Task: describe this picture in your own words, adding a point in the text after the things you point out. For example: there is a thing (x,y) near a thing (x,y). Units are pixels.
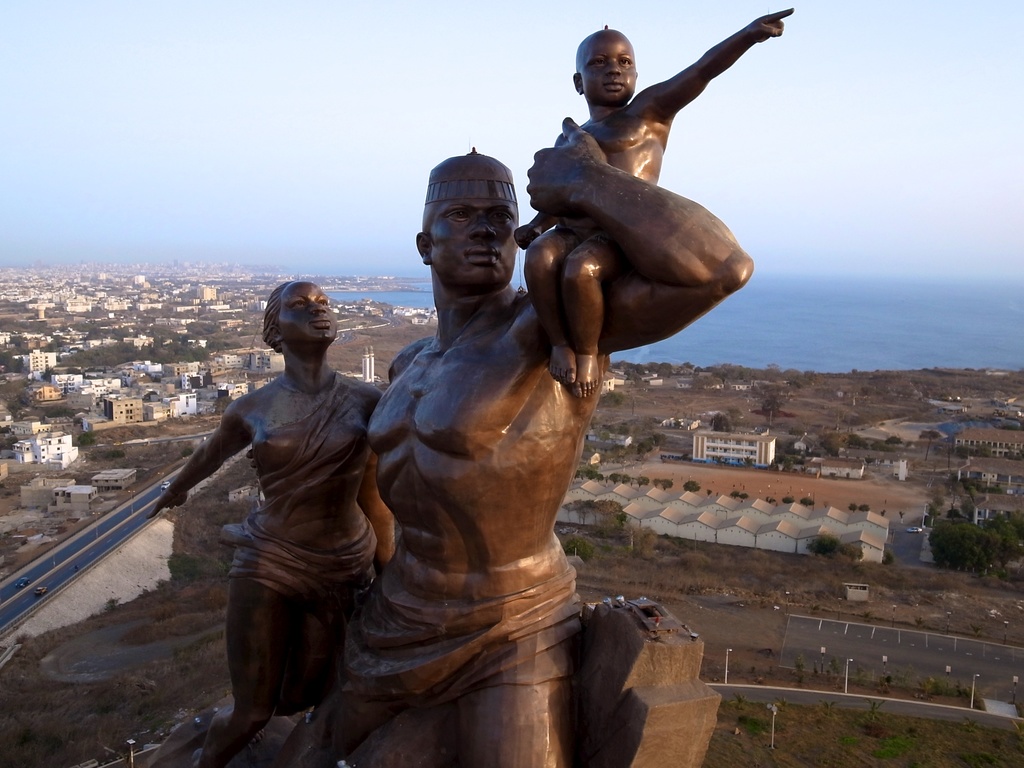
In the middle of the image (354,454) we can see a statue (439,566) of a lady (278,519), man (493,286) and a child (658,110). On the left side of the image (139,383) we can see the building (191,383) and the road (5,609). On the right side of the object (440,593) we can see water body (838,312) and buildings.
